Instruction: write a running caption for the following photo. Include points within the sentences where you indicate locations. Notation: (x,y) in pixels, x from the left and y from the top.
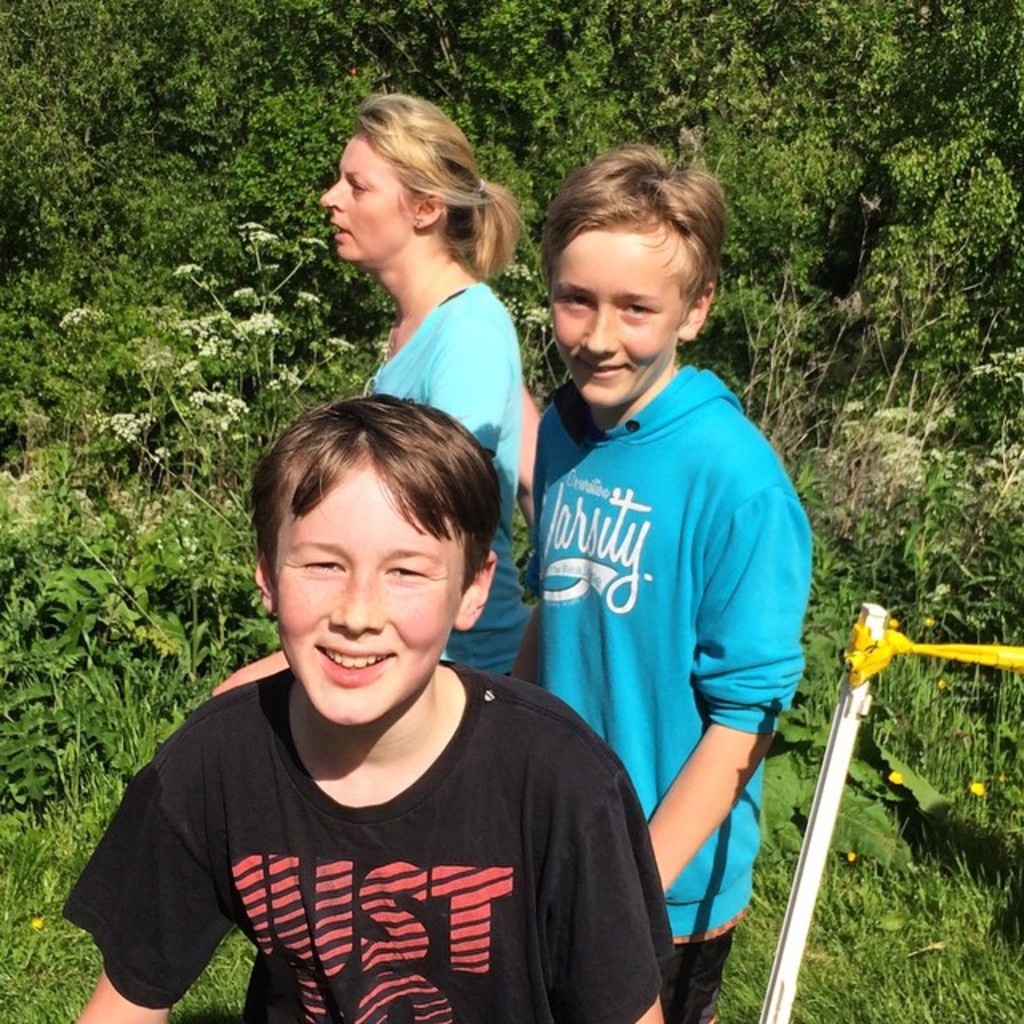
In the picture I can see a person (322,848) wearing black color T-shirt (435,866) and two persons (557,463) wearing blue color T-shirts (679,528) are standing here and two of them are smiling. Here we can see a stick (818,838) with yellow color rope (980,658) on the right side of the image (787,979) and we can see grass (973,1016) and plants (675,23) in the background of the image (160,622).
